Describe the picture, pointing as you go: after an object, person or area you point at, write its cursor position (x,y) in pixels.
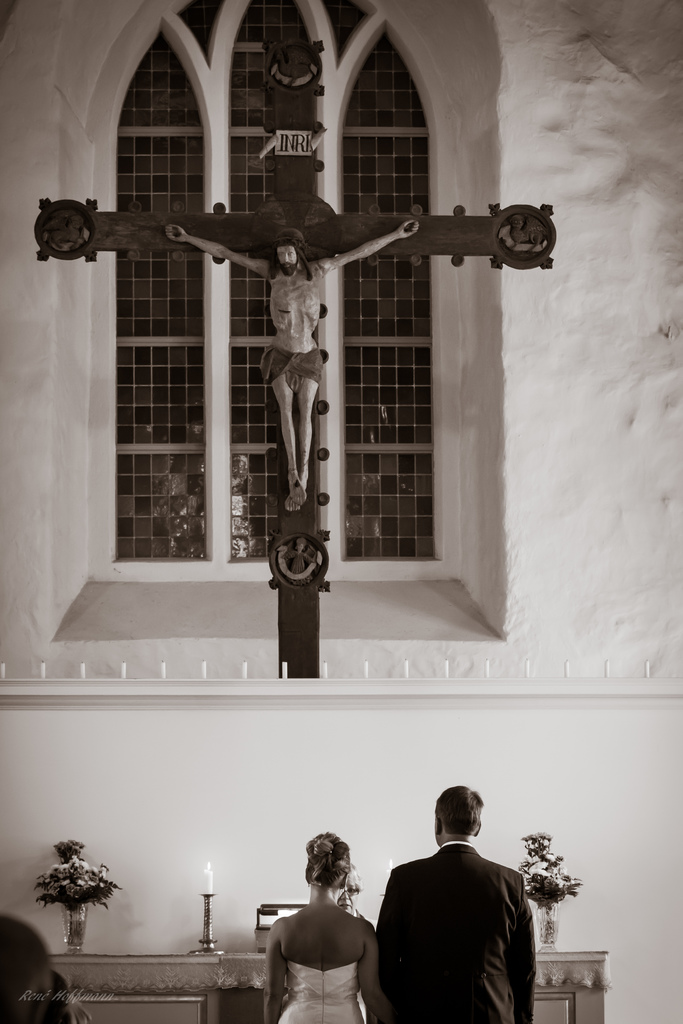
In the image we can see a man (468,900) and a woman (361,937) standing, they are wearing clothes (350,975). This is a flower plant (66,893), candle (208,874), window (363,524), cross symbol (287,201) and a sculpture of Jesus (292,355).
